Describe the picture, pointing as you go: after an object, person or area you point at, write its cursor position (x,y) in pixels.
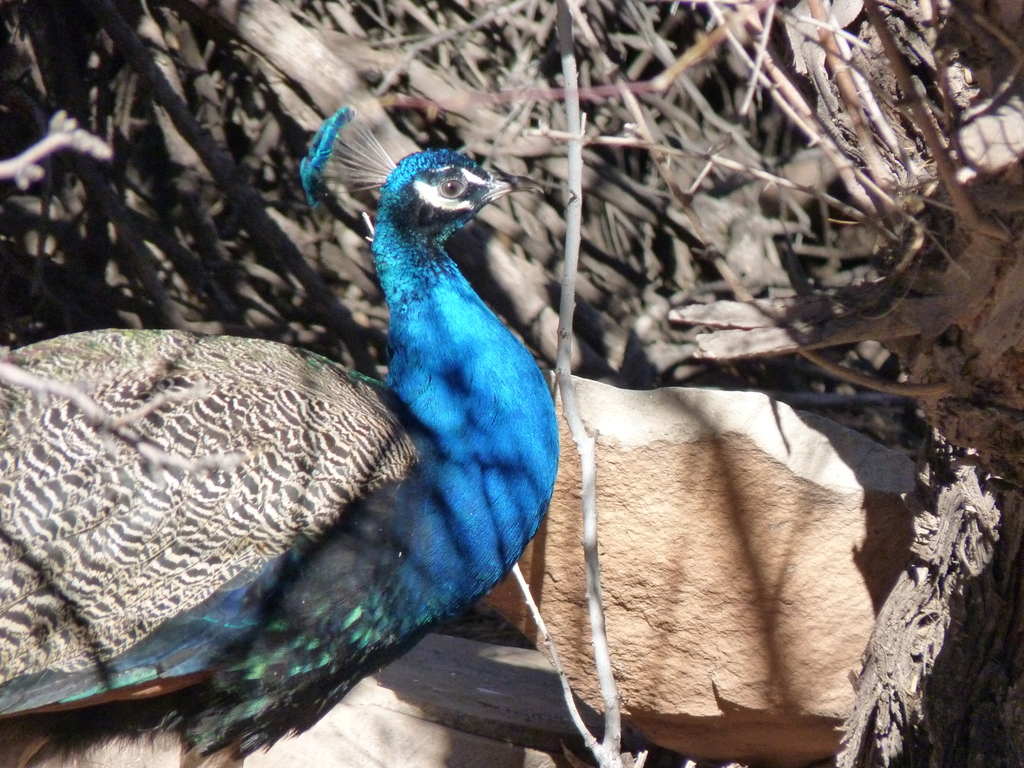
In this image there is a peacock (390,511) before a rock (711,523). Background (146,264) there are few plants (479,148) and wooden trunks (324,79).
